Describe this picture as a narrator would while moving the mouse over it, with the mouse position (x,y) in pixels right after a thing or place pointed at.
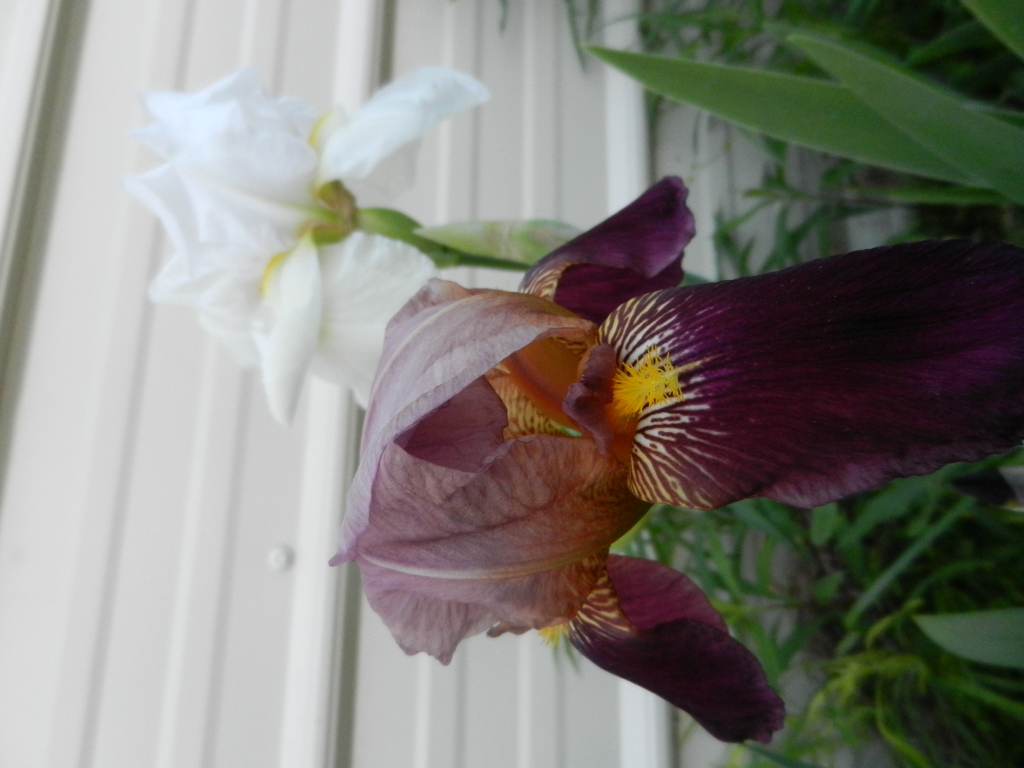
On the right side (837,482), we see the plants (855,576) which have flowers (943,404). These flowers (306,163) are in white and dark purple color. In the background (525,124), we see a white wall (476,718).
